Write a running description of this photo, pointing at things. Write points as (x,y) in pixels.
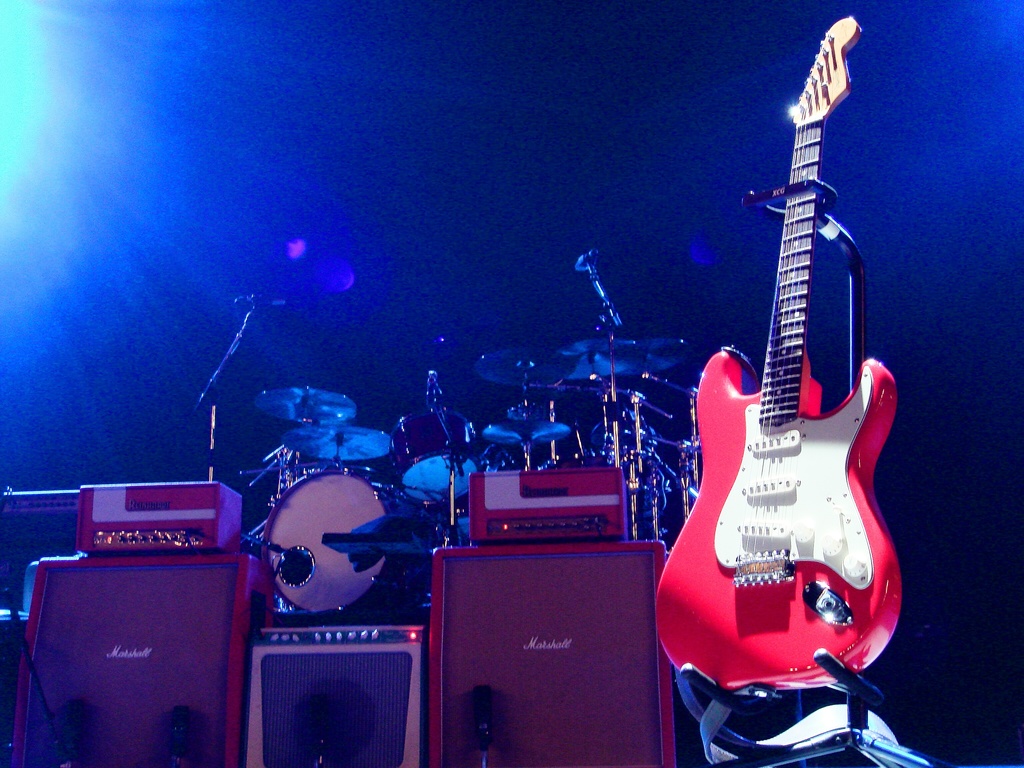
In this image I see a guitar (698,655), drums (690,453) and few equipment (615,552) over here and it is blue in the background (660,208).
